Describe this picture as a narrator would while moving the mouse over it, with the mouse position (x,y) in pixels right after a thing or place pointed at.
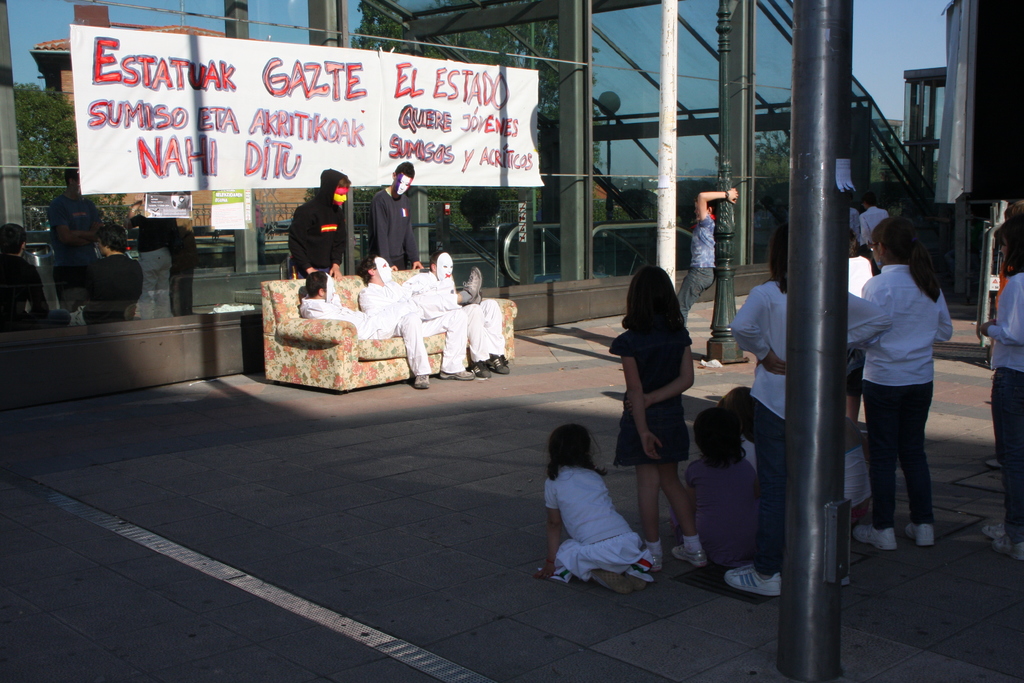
In this image, there are a few people (445,326). Among them, some people (409,309) wearing costumes (411,314) are sitting on a sofa (311,334). We can see the ground (440,533). There are a few poles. We can see some glass (641,63), buildings (241,277) and trees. We can see the sky (906,44). We can see a board (124,91) with some text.
